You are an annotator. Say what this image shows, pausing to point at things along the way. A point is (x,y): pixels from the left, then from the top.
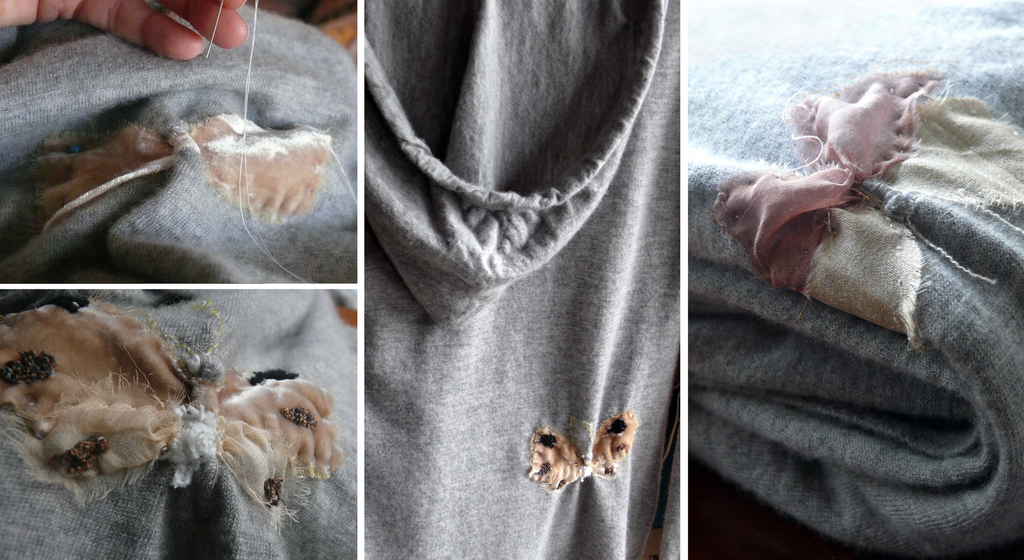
Here we can see collage of four pictures, in these pictures we can see clothes (390,176), there is a hand (162,35) of a person (162,35) at the left top of the picture (141,43).
